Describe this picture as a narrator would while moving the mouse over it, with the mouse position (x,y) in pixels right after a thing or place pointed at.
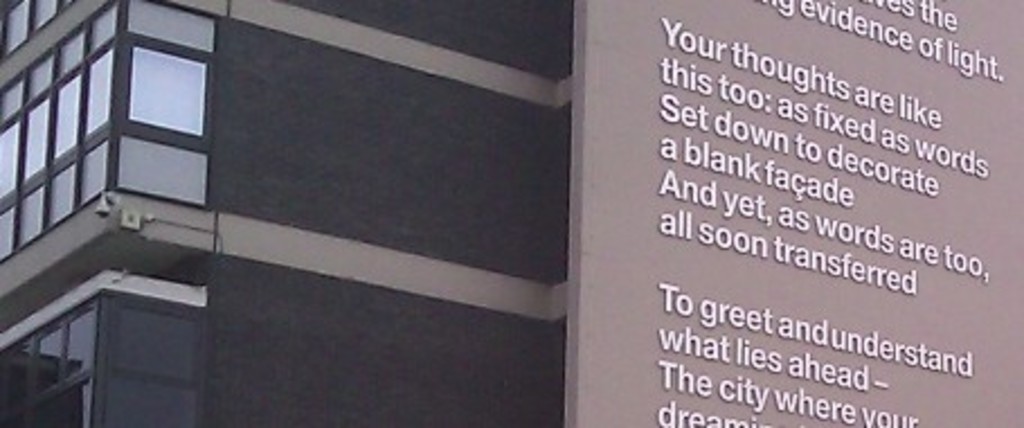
On the right side (972,387), there are texts (749,153) on a surface (727,265). On the left side (191,39), there are windows (72,362) of a building (335,218).
